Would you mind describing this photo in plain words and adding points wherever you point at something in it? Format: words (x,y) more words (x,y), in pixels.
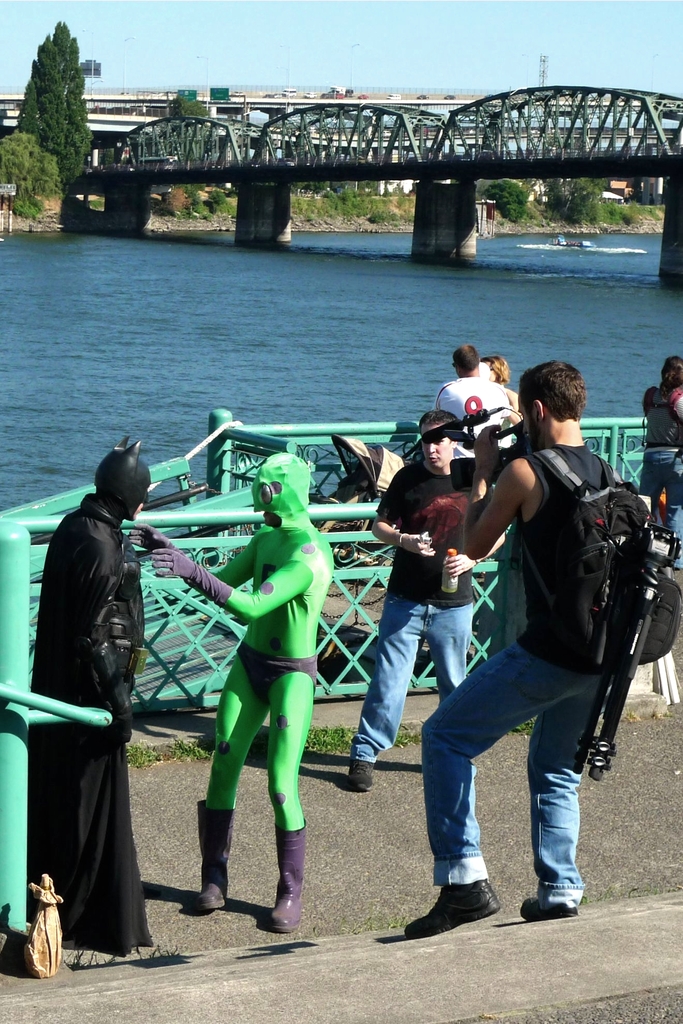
In this picture we can see a group of people (485,433) standing on the ground (191,851) where some of them wore costumes (311,521), stroller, bridge (160,147), fence (212,503), trees (73,143), water (281,285) and in the background (451,66) we can see the sky (426,48).
